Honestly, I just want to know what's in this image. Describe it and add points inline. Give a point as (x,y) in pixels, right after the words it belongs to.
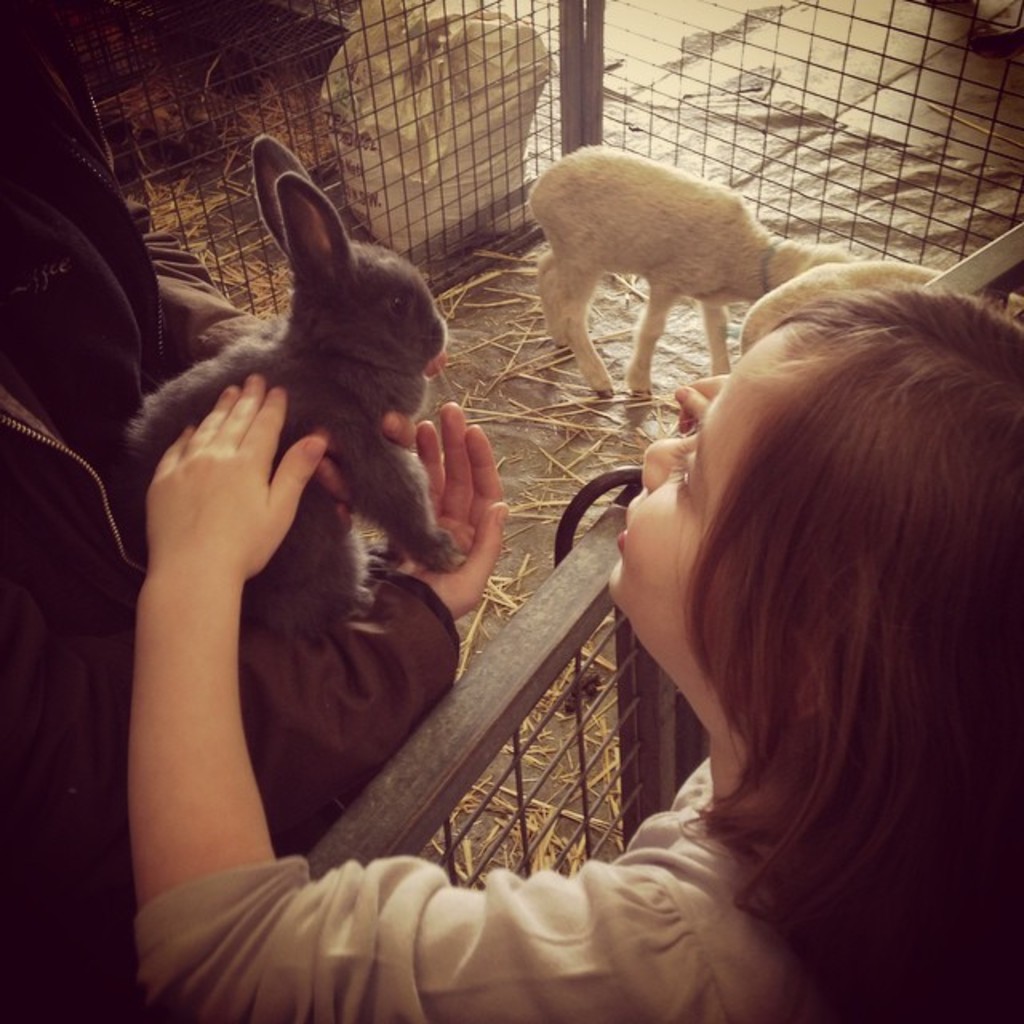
In this picture there is a girl (829,636) who is standing near to the fencing (667,729). On the left (16,325) I can see the person (268,728) who is wearing jacket (43,589) and holding a black rabbit (293,438). In the top right (783,256) there is a white color lamb (688,212) on the floor (679,315). Beside the lamb (683,235) I can see some grass (571,358). At the top (439,58) I can see the plastic cover (439,60) which is placed near to the fencing (405,103).
